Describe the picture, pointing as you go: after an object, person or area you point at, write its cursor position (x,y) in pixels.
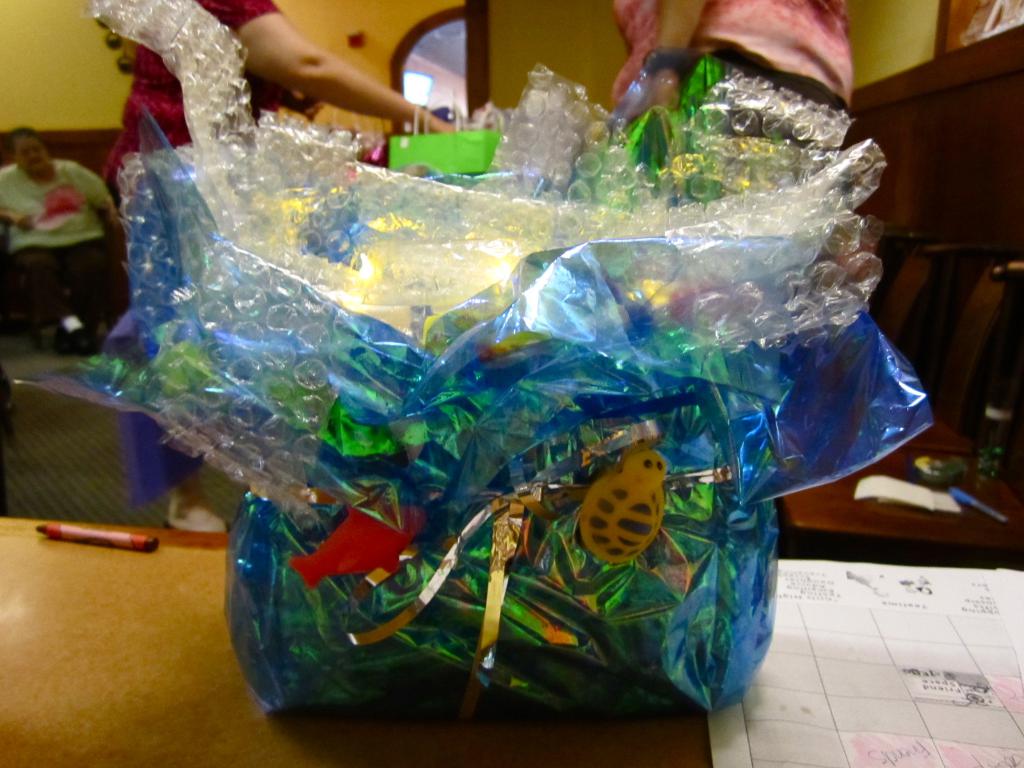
In the picture I can see one gift (473,516) with blue packing cover (487,580).
